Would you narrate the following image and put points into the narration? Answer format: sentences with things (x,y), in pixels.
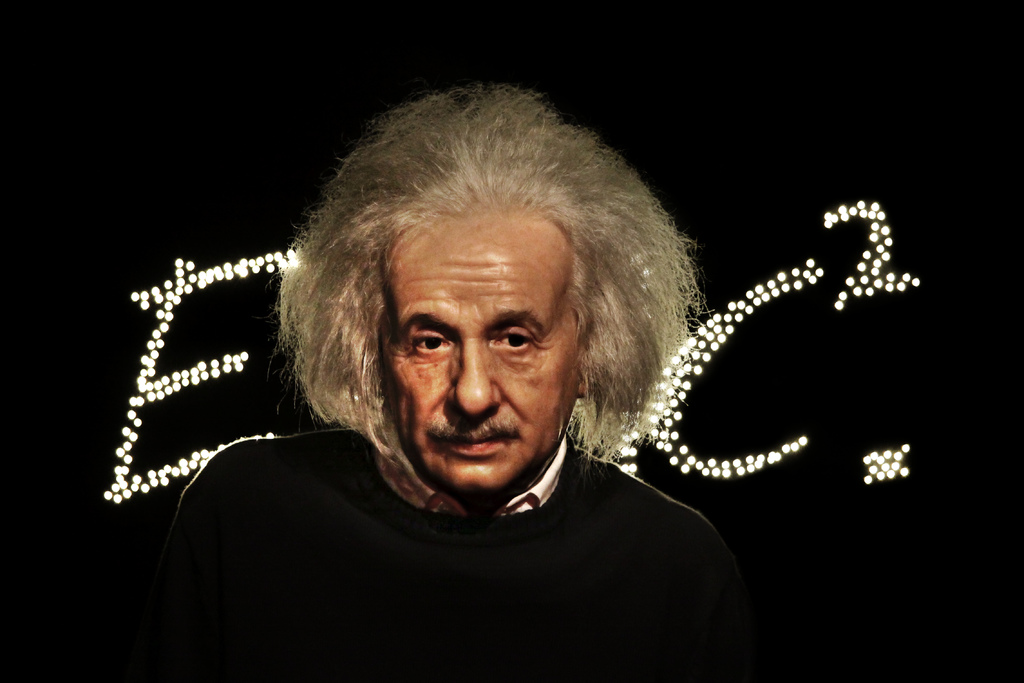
A man (674,258) is there, he wore sweater (548,654).
